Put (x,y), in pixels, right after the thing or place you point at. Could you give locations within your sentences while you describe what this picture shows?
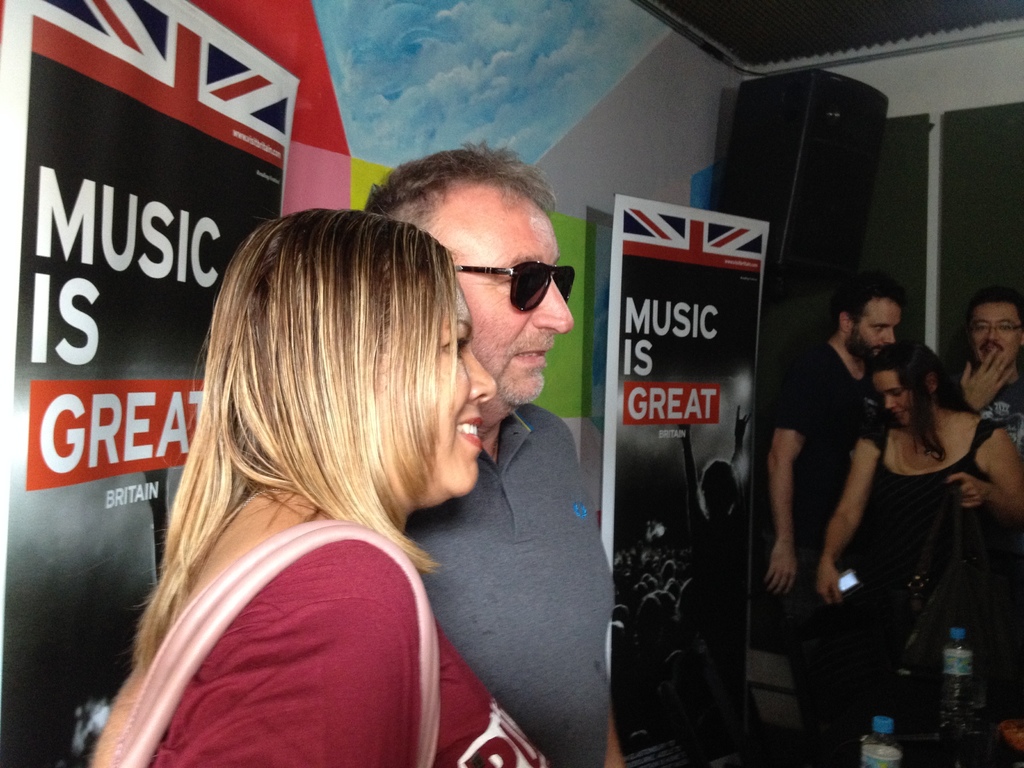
In the foreground of this image (290,552), there is a woman (244,682) wearing a bag (235,575) and also a man (564,433) standing beside her. On the right (786,442), there are three people (916,525) and a woman (900,569) is wearing a bag (980,575). We can also see two bottles (964,682), posters (658,276), a speaker box (790,128) and the wall (563,89).
